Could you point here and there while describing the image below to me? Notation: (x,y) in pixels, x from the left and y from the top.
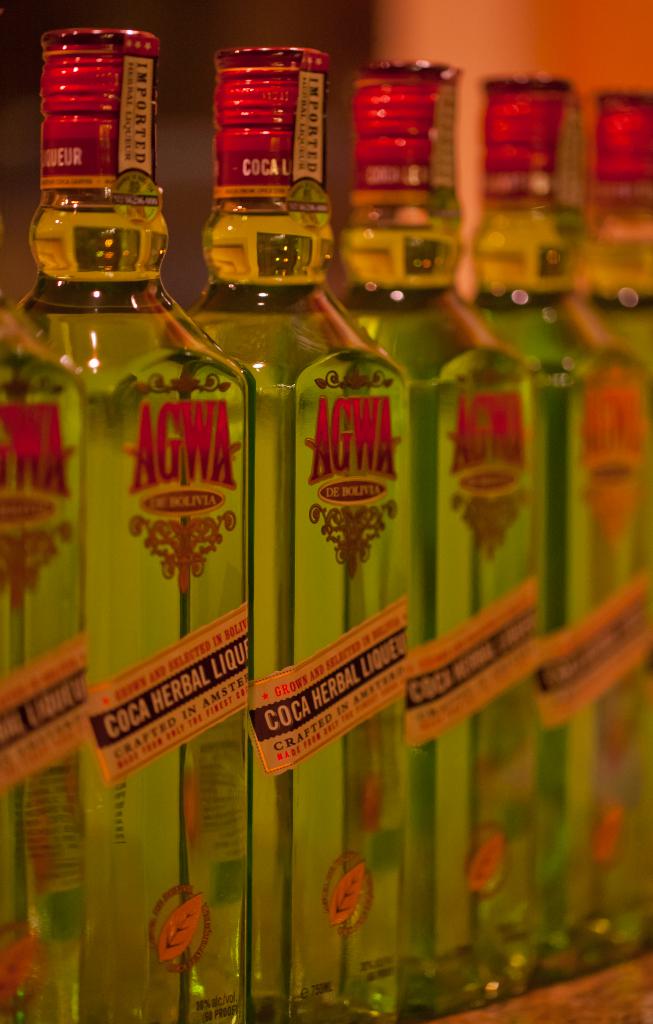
This picture is mainly highlighted with bottles (291,667) named "AGWA"
